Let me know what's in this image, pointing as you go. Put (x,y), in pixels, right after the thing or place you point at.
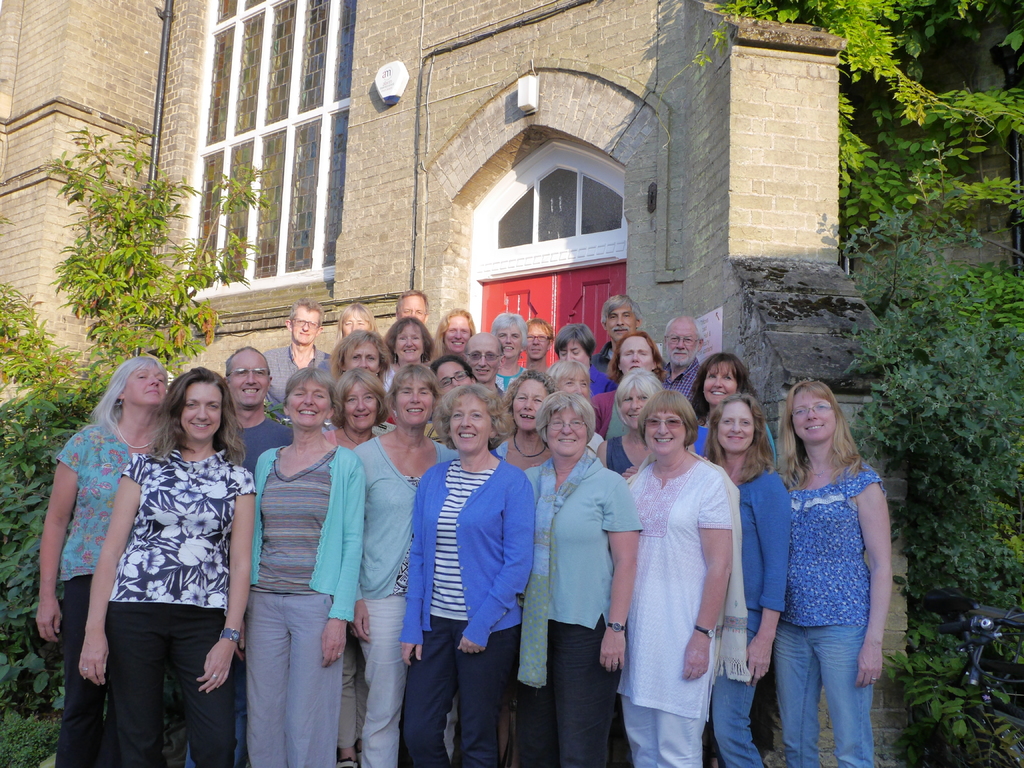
In this image, there are a few people (639,609). We can see the wall (151,79) with some windows (202,150) and a red colored door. We can also see a pole (164,31). We can see some plants (39,532). We can also see an object (966,676) on the right (985,647).
